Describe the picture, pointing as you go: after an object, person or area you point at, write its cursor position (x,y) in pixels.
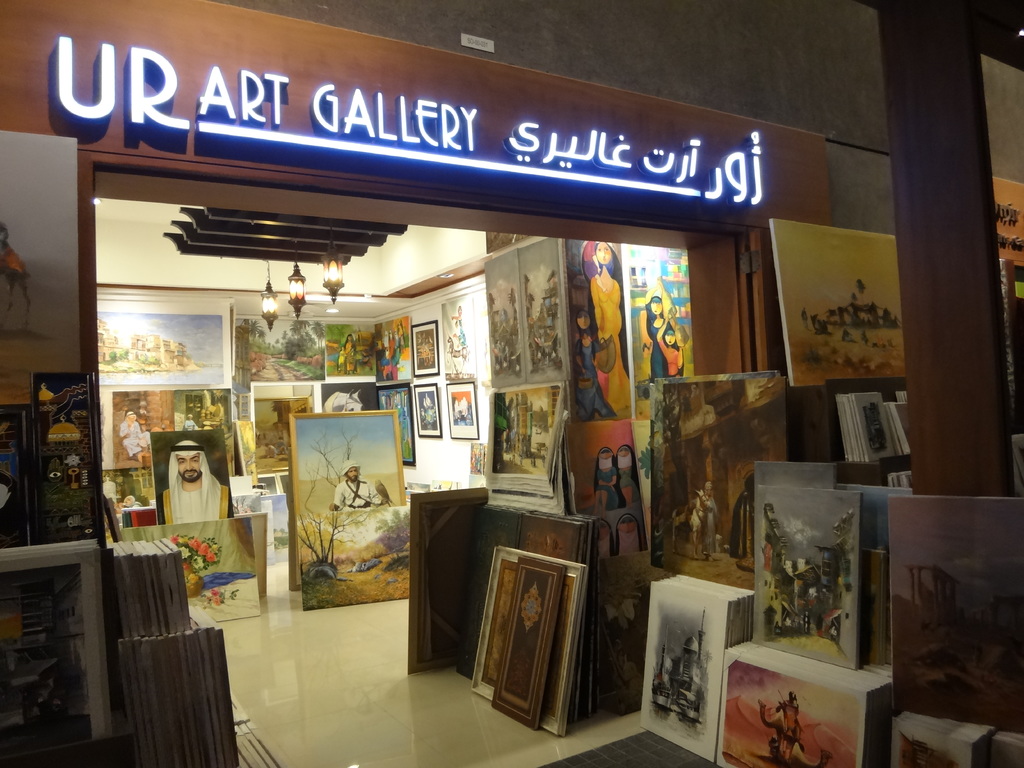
In this image there is a store (599,547) and we can see frames (599,547). At the top (718,125) there are lights (270,285) and we can see a board (240,129).
